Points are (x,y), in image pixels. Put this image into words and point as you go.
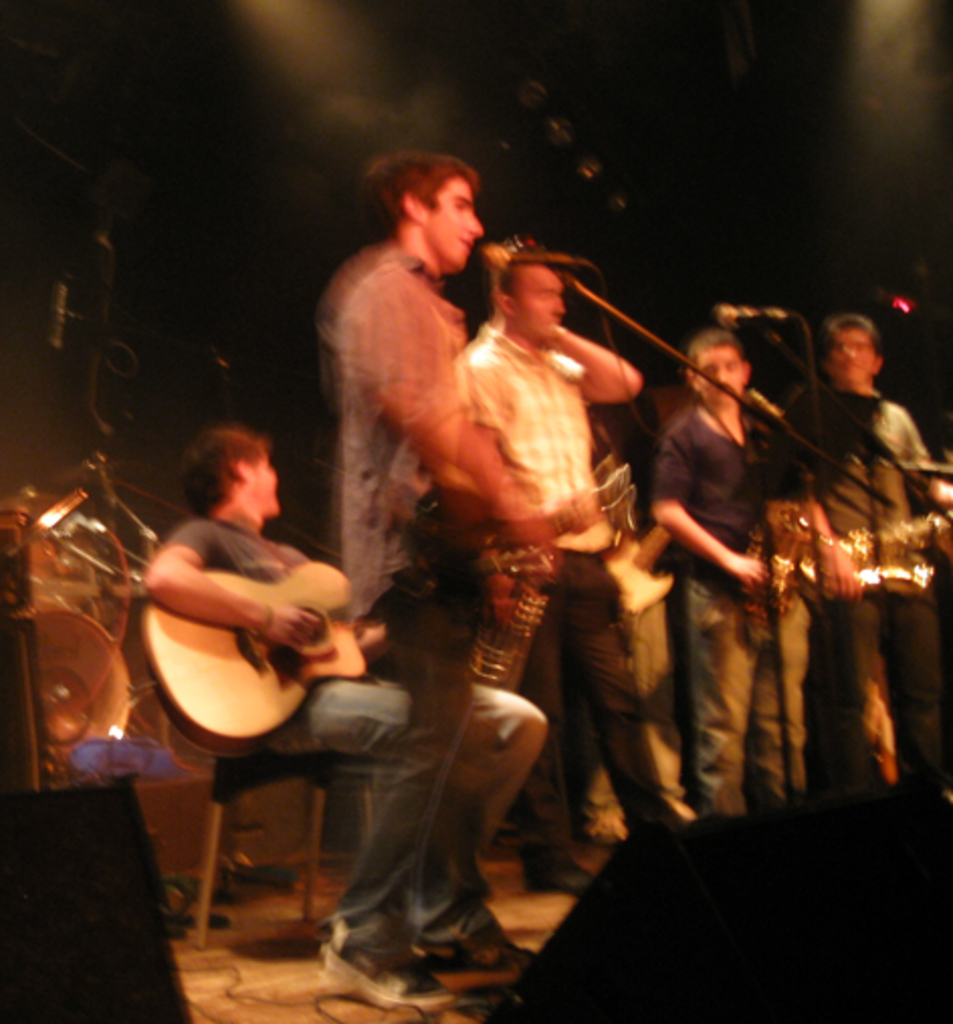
This image contains few people (772,774). In which four people (452,690) are standing. Person (262,480) at the left side (268,500) is sitting and playing the guitar (259,712). At left side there are musical instrument (190,627). There are two mikes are before them.
